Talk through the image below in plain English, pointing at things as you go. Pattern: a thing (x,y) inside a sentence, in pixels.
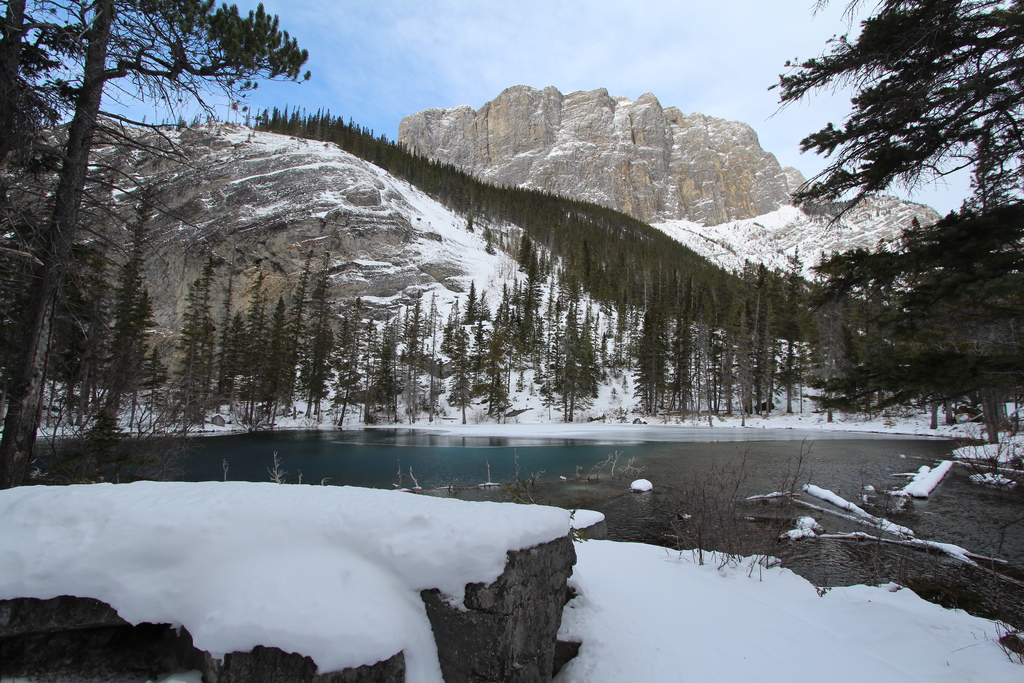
In this image in front (623,591) there is snow (346,602) on the surface (592,552). At the center (524,449) there is water (446,441). In the background (341,395) there are trees (515,221), mountains (568,193) and sky (535,49).
